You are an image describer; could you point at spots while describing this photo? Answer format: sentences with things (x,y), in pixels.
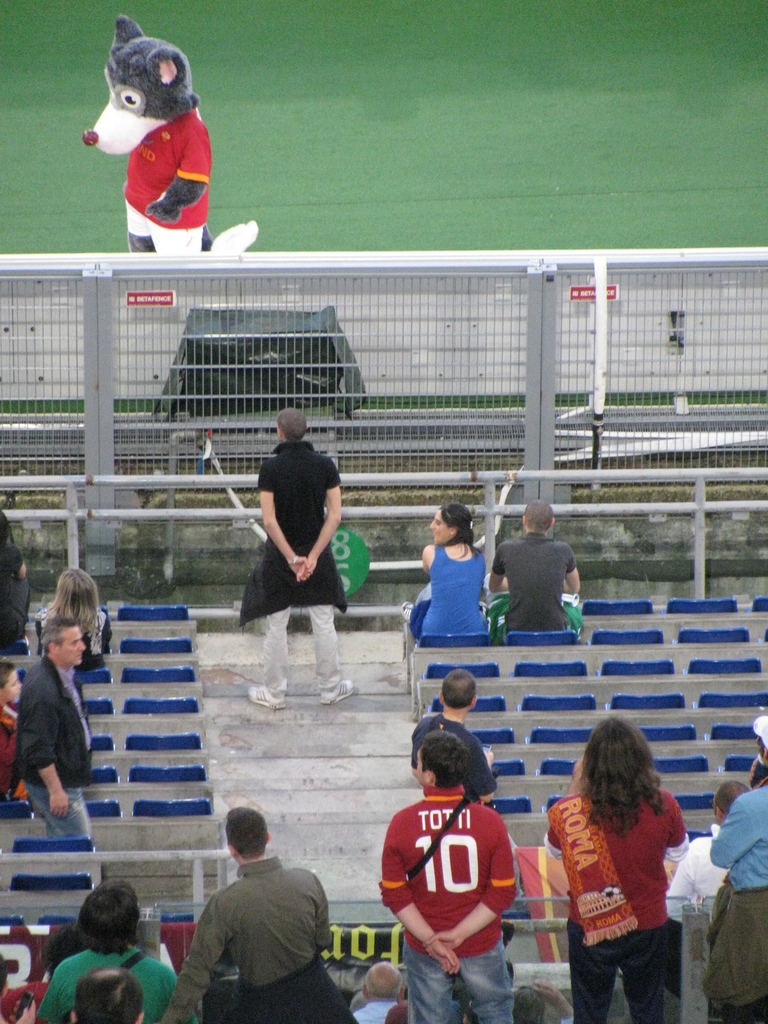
In this image I can see chairs (597,635) visible in the middle (469,673) and I can see some persons (1,671) sitting on chairs (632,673) and some persons (59,777) standing in front of chair (15,842) at the bottom (637,877) and middle and I can see a fence (488,356) visible in the middle (474,394), at the top (101,146) I can see wolf mascot (170,97) visible on ground (340,200).
